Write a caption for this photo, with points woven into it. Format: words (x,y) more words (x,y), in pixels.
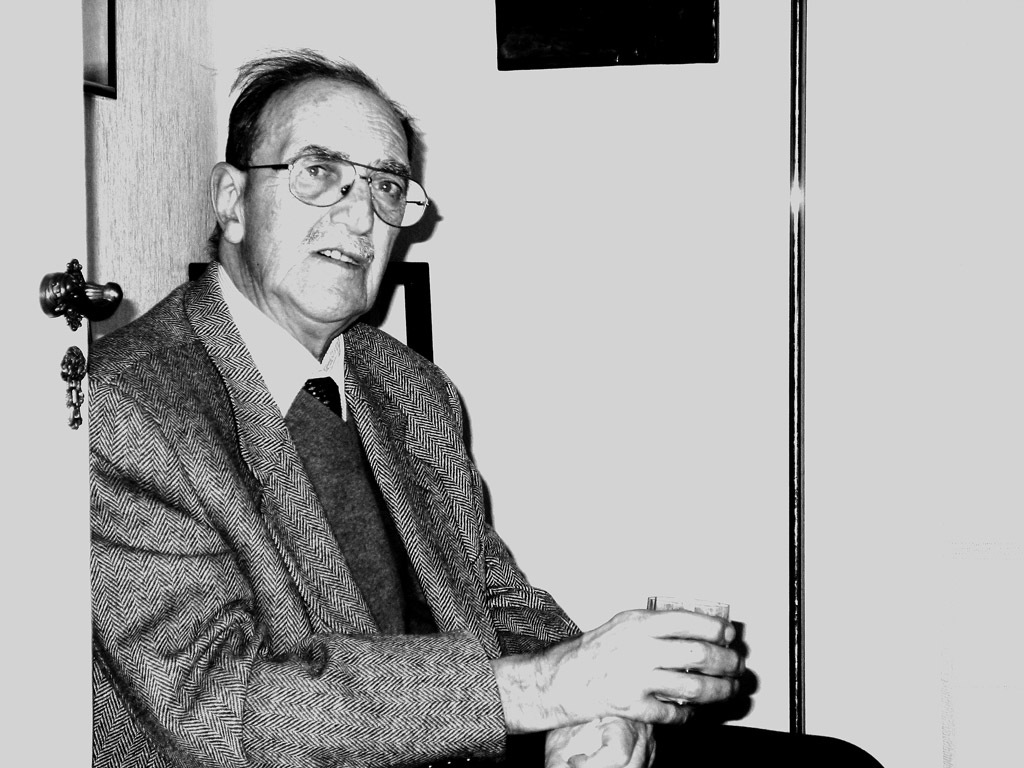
In this picture we can see a man (276,386) is sitting and holding a glass (689,615), on the left side (83,468) there is a door (83,468), in the background (159,168) we can see a wall (244,31), it is a black and white image.
